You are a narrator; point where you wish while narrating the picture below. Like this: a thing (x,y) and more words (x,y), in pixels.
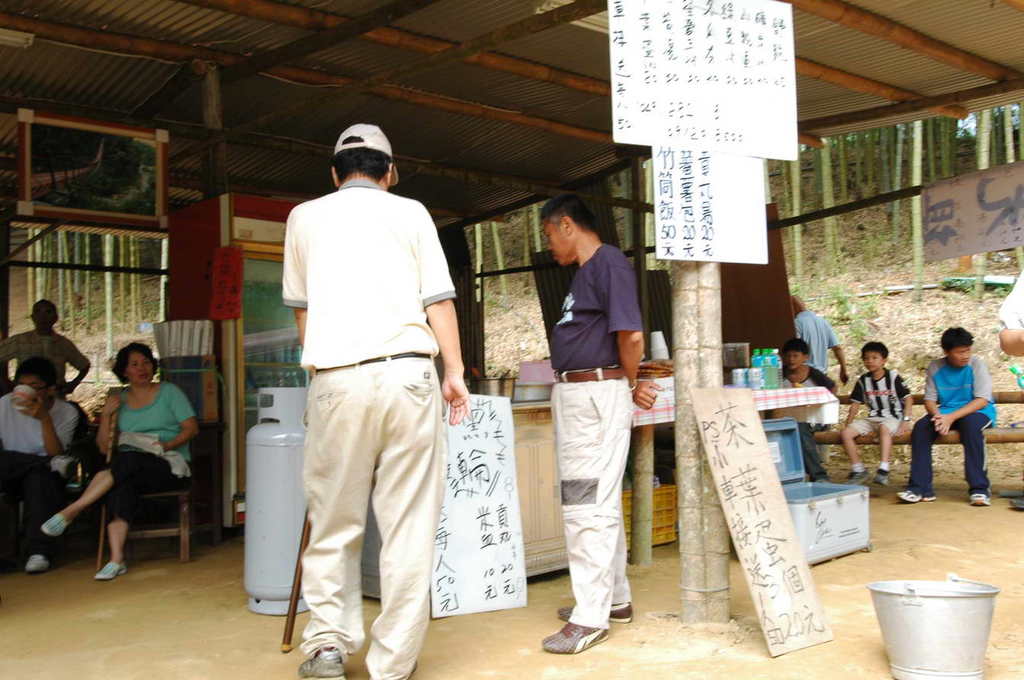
In the image there is a small hotel (573,2), there are few people (960,398) sitting around the table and in that hotel (552,471) there are a lot of boards (798,588) with some information (695,211) and there are two people (335,456) standing in front of the table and on the table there are some vessels (734,356) and bottles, in the background (228,281) there is a refrigerator (191,211) and behind the refrigerator (174,245) there are tall trees (915,230).
